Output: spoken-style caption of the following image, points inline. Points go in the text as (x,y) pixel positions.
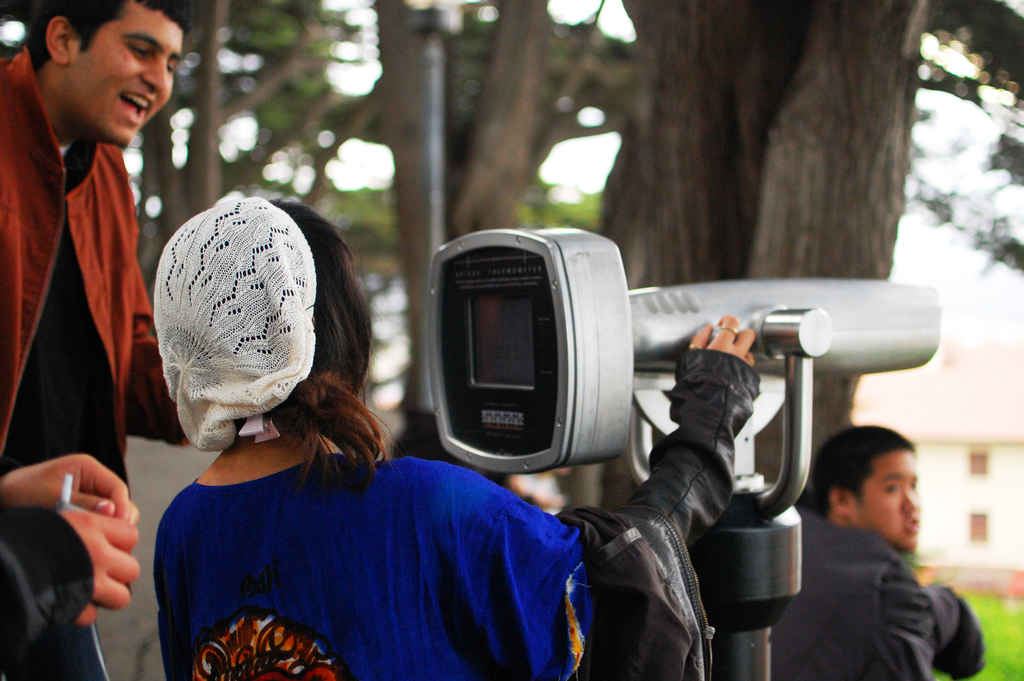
In this picture there is a girl (316,590) wearing blue top (338,502) with white color cap (301,340) is looking into the camera. Behind there is boy (95,310) wearing red color jacket (103,241) and smiling. In the background (666,55) we can see some trees (396,210).
